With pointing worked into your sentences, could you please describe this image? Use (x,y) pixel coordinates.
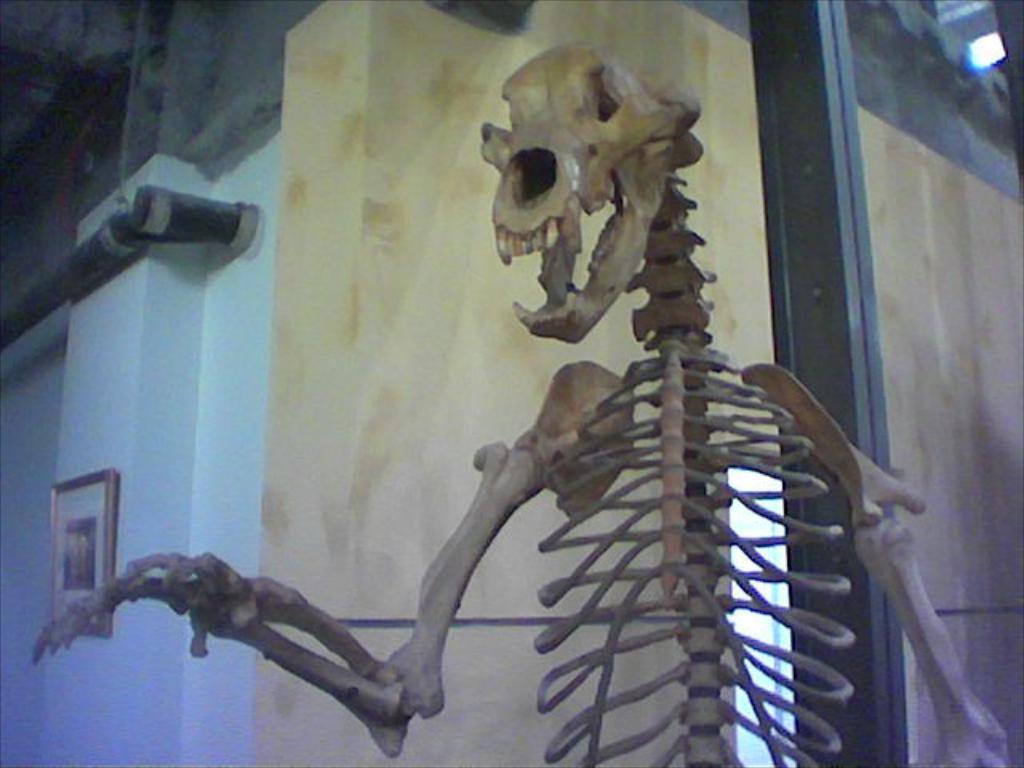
In the foreground of this image (582,530), there is a skeleton (622,700) of an animal (584,655). In the background (351,191), there is a wall (598,3), pole (811,212) and a frame (85,498).
